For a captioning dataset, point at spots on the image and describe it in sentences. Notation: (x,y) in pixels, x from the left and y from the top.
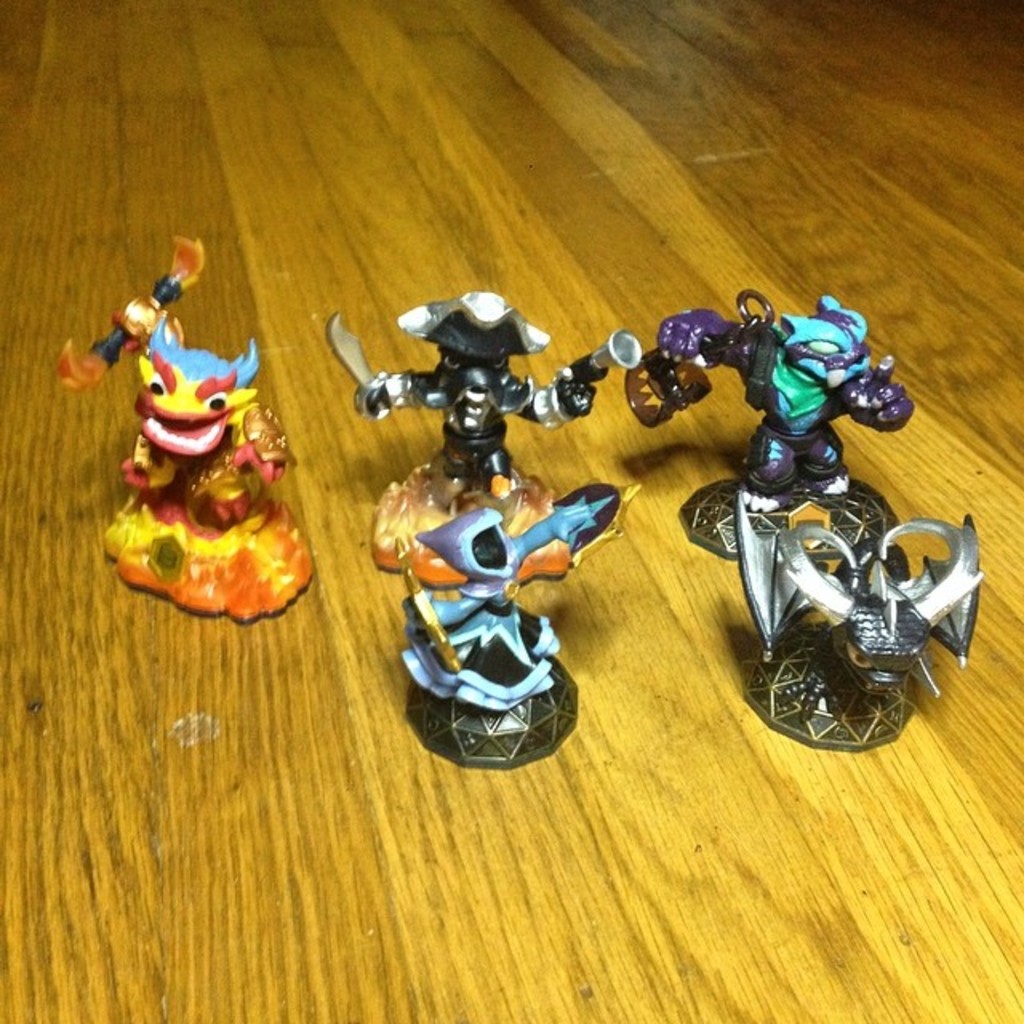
In this picture there are five toys (453,589) on the table (667,600).
